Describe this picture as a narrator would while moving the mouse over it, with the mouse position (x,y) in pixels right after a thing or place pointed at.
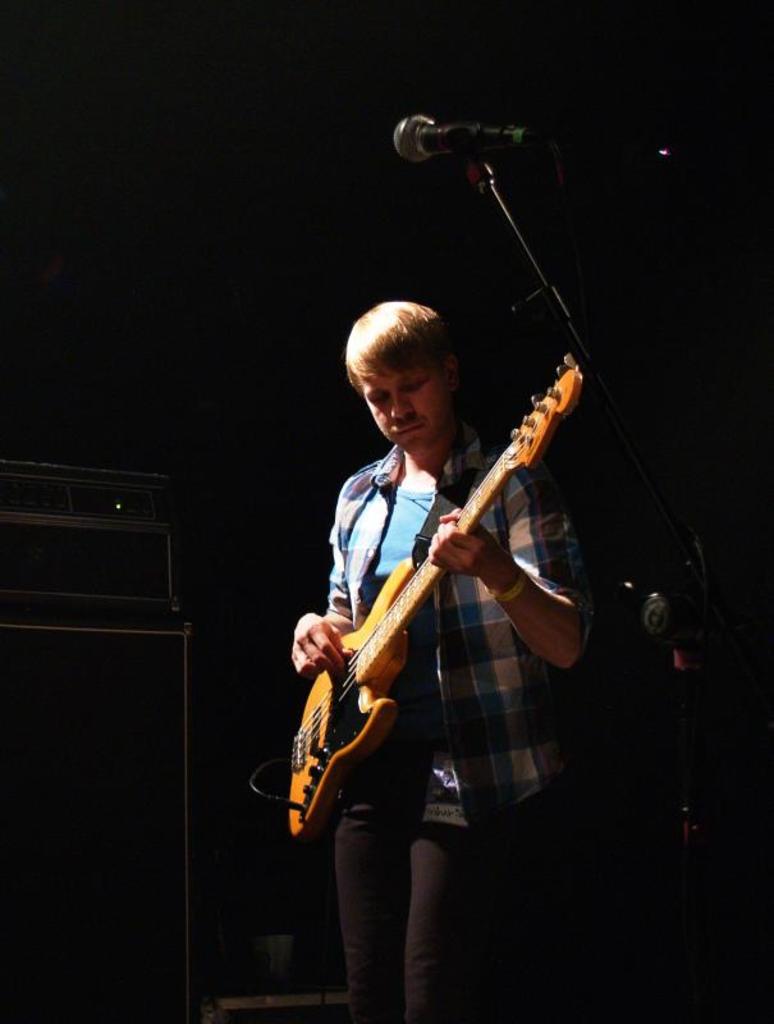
A man (433,550) is standing by holding a guitar (310,724) in his hands (456,529).
